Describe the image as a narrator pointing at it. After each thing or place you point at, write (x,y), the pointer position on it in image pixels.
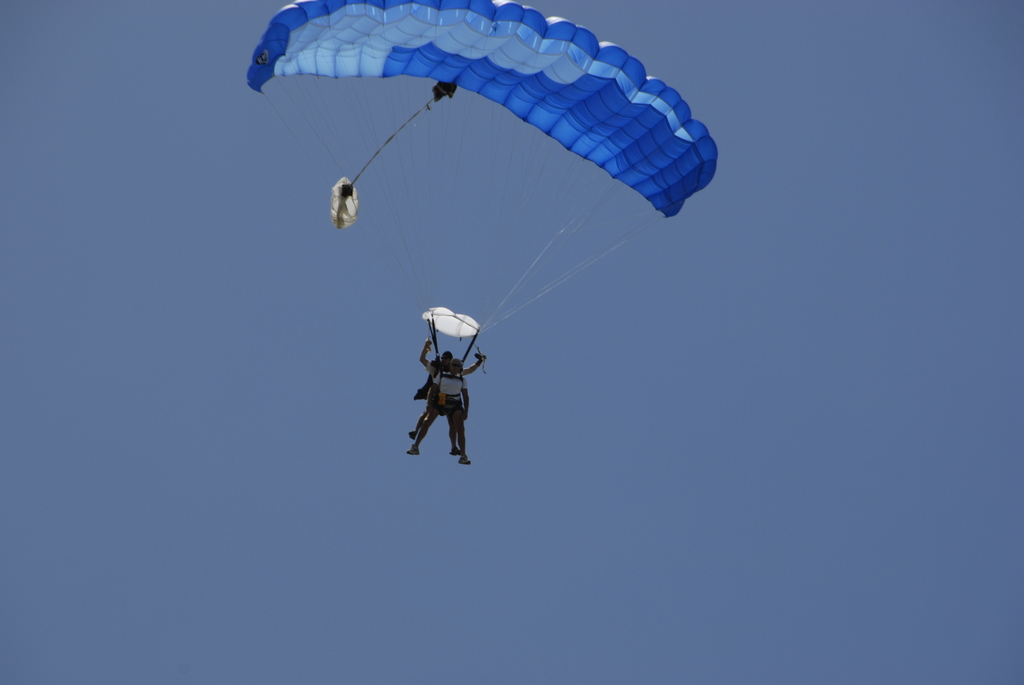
In this picture we can see two people (427,413) flying with a parachute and in the background (579,476) we can see the sky (806,475).
